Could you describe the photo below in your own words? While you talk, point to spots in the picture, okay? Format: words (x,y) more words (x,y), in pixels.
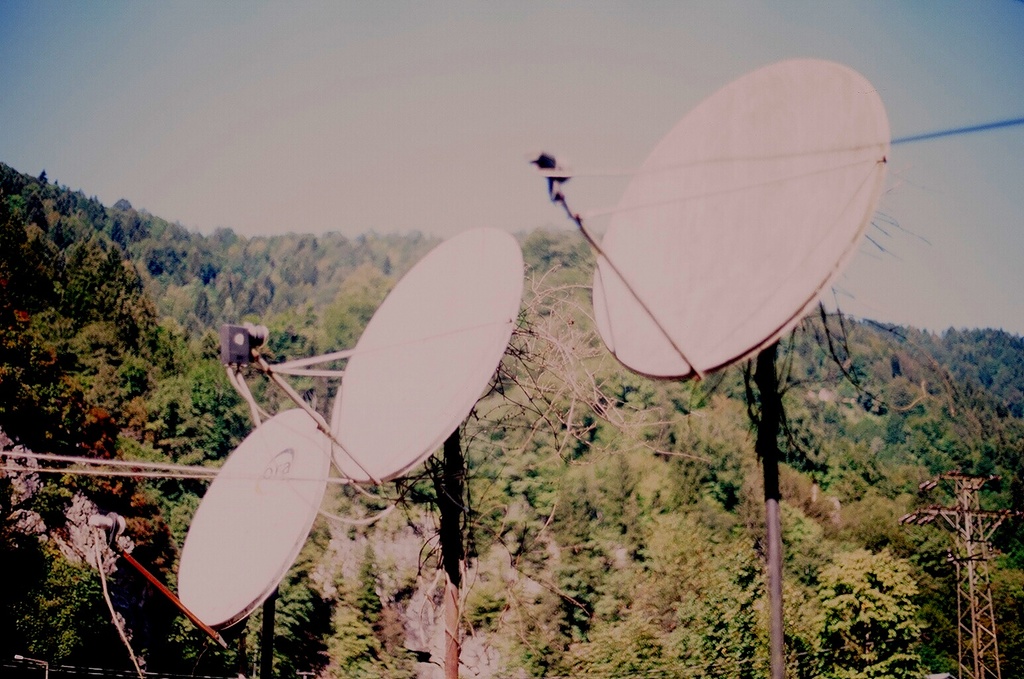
In this image I can see few dish antennas (725,234), wires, towers (1020,516) and few trees (594,326). The sky (673,19) is in blue color.
